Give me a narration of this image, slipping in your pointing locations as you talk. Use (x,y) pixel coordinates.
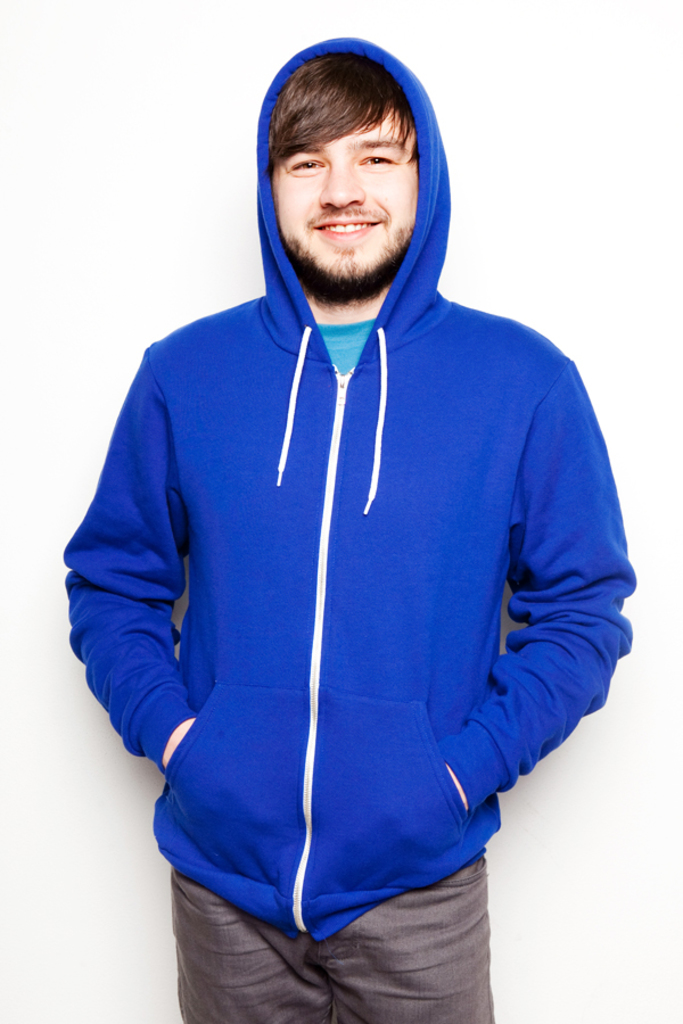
In this image we can see a man (389,482) standing.
